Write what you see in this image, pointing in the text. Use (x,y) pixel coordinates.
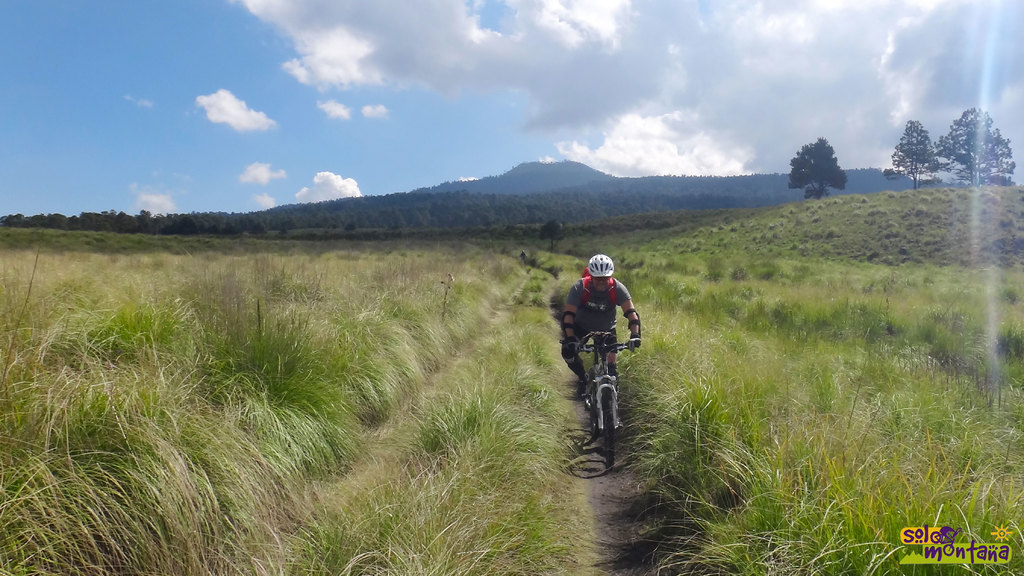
There is a person (602,298) riding bicycle (612,348) and there is green grass (492,381) on either sides of him and there are trees (565,198) and mountains (560,200) in the background (519,222).
